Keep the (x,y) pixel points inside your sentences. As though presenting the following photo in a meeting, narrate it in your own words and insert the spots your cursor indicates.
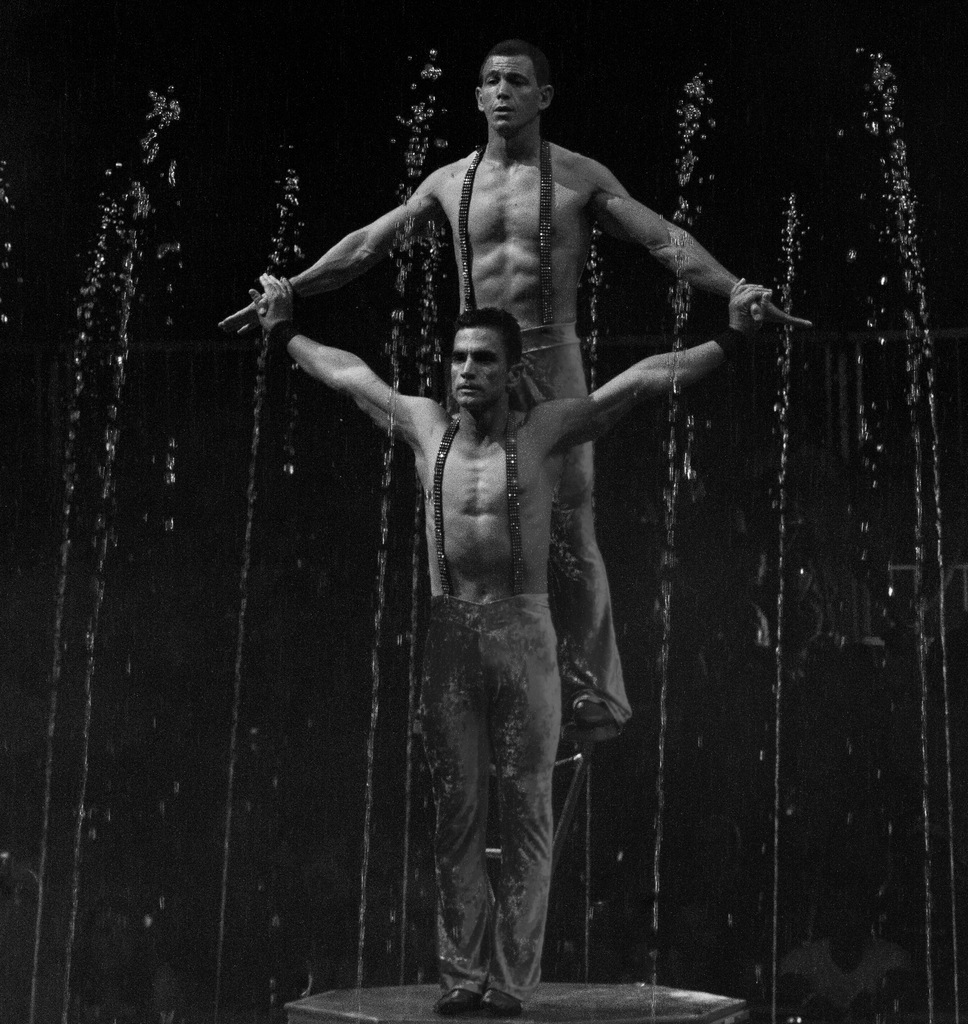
In this image we can see two people (466,455), among them one is standing on the surface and the other one is standing on the ladder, in the background (414,552) we can see water (413,580) sprinkling.
